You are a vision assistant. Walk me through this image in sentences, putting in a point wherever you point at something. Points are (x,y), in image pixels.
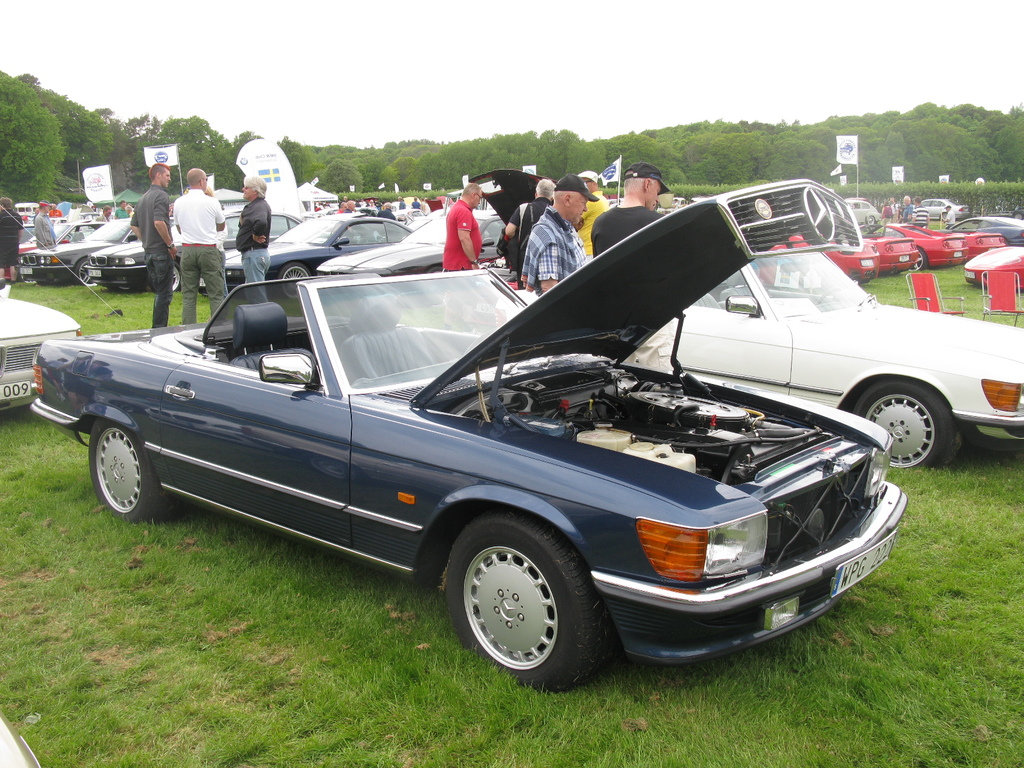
In this picture I can see number of cars (481,275) and number of people (193,212) who are standing and in the middle of this picture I see number of flags (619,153) and trees (865,131) and I see the sky (457,62) in the background (763,48) and on the right side of this image (1001,284) I see 2 chairs (940,286).
